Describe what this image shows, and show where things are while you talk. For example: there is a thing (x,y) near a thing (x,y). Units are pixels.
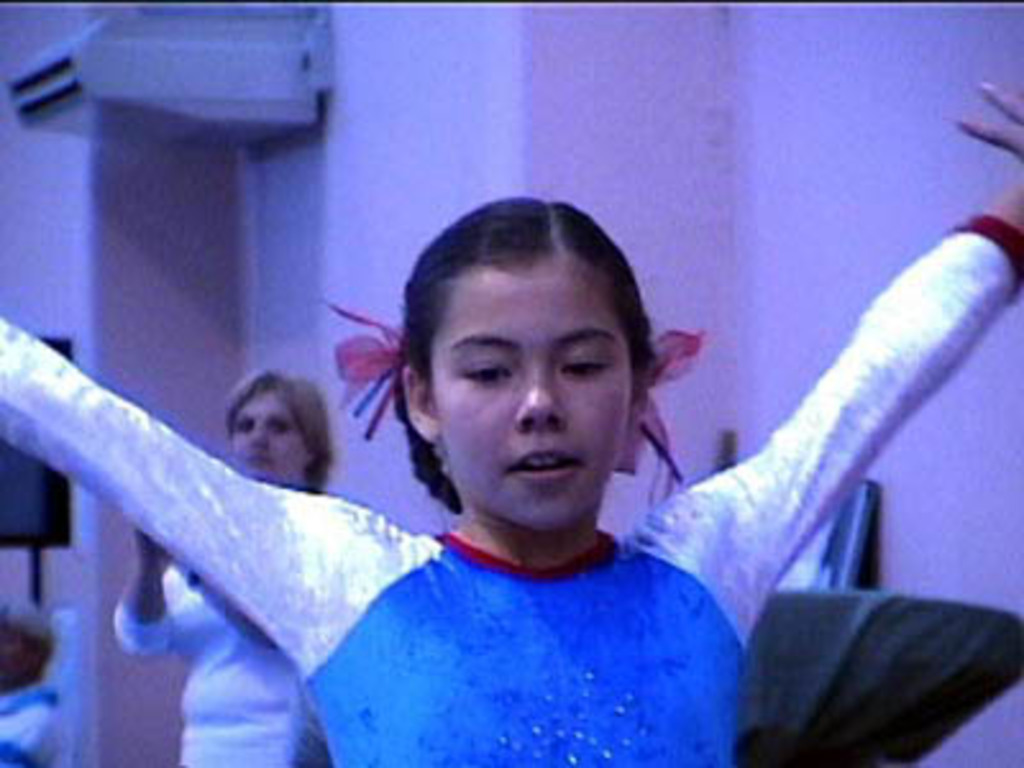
In the foreground of the image (97,397) there is a girl (391,747). In the background of the image (243,450) there is a woman (330,447). There is a wall (416,162). There is a chair (993,623) to the right side of the image (833,673).
